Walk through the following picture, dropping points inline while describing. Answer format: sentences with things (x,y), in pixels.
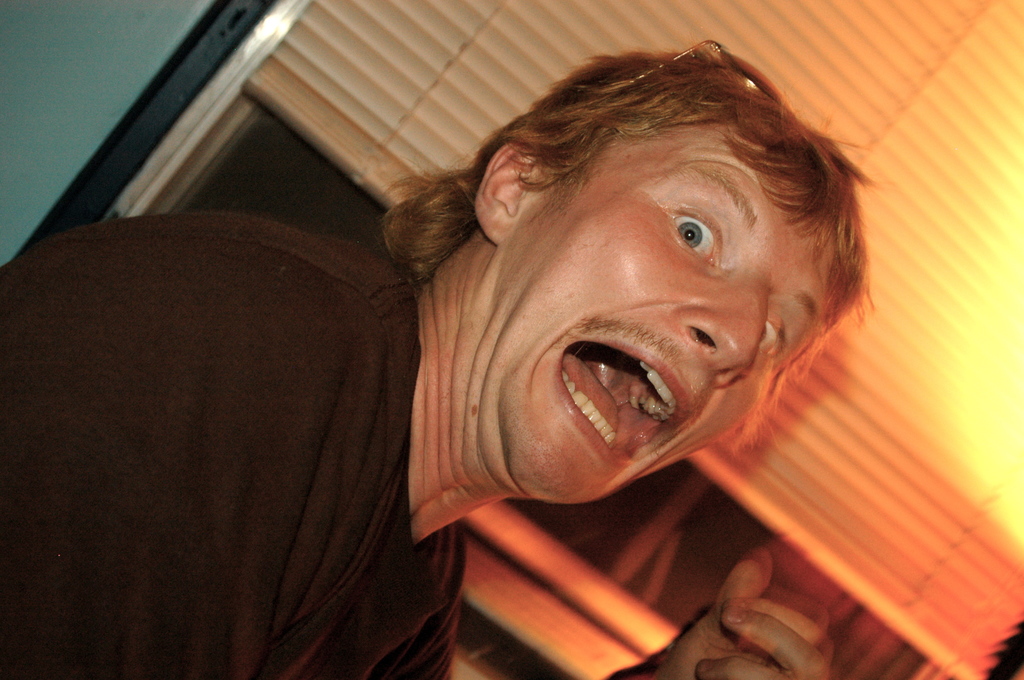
This picture shows a man (561,461). He wore a black t-shirt (29,393) and we see spectacles (756,85) on his head (695,77) and we see blinds (865,138) to the window (248,94).
